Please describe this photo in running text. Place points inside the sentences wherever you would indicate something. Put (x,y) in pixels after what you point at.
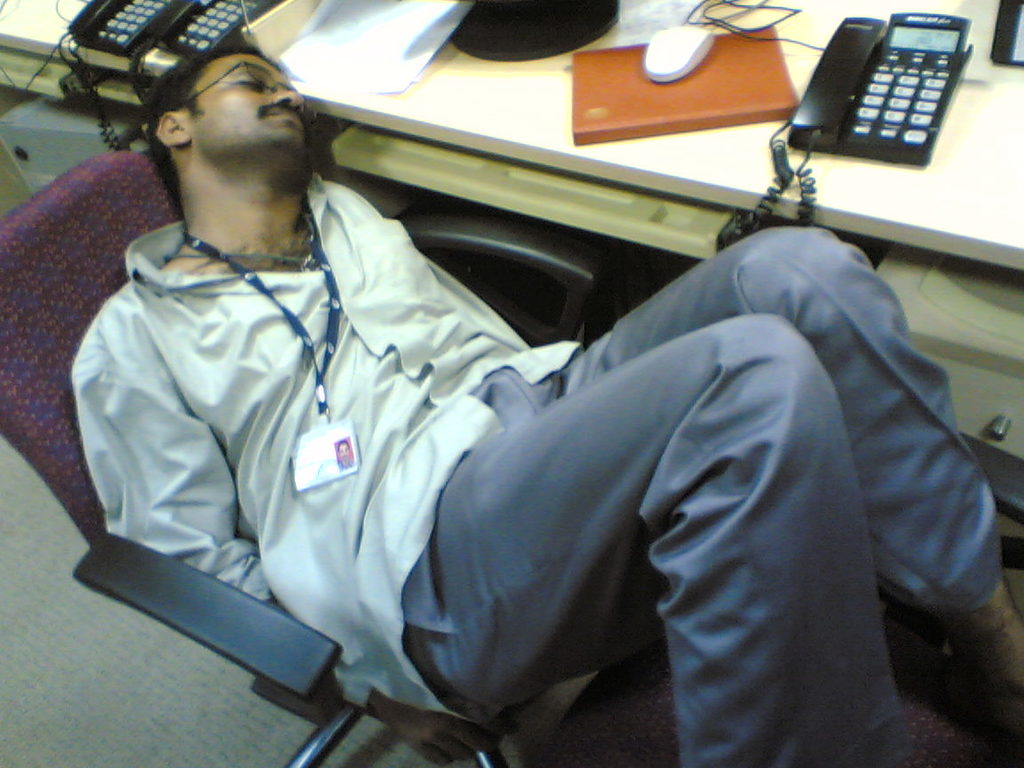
In this image I see a man (292,199) who is wearing shirt (363,373) and pants (778,442) and I see that he is lying on a chair (66,216) and I see a table (454,83) over here on which there are telephones (821,129), a mouse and other things (628,90) and I see the floor (63,658).
